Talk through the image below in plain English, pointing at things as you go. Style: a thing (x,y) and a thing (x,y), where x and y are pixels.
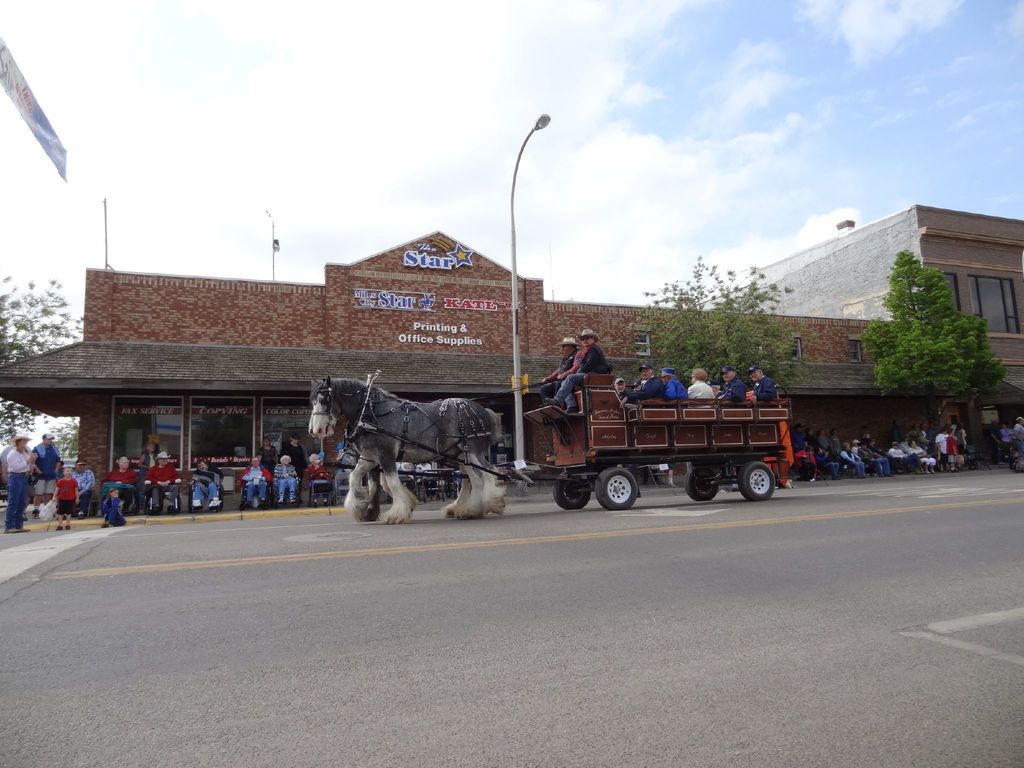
In this picture I can see couple of horses (383,444) and a cart (607,481) and I can see few people (589,369) are sitting in the cart (684,413) and I can see buildings (545,344), trees (686,325) and few people (103,500) are standing and few (78,466) are sitting in the chairs (428,481) and I can see a banner (13,60) and couple of pole lights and I can see text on the wall (474,283) and I can see blue cloudy sky (591,97).
